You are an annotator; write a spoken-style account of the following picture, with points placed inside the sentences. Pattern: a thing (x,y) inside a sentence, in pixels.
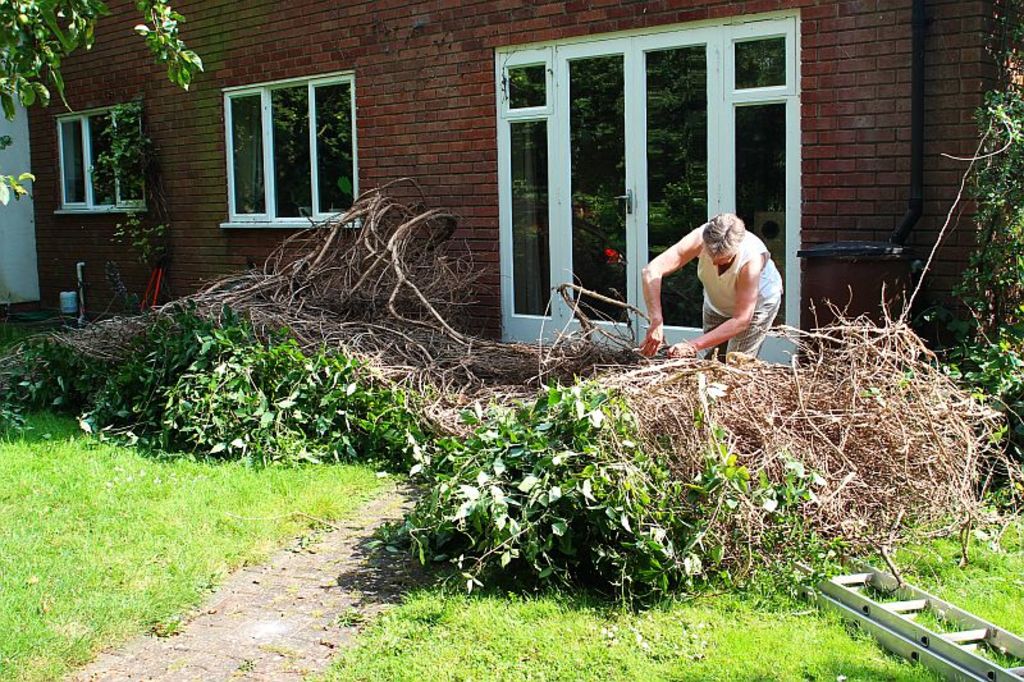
In the center of the image (655,300) we can see person (726,282) standing at the door (677,294). At the bottom of the image (33,557) we can see ladder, grass (718,620) and trees (814,478). In the background (654,163) there are door (745,148), windows (251,159) and building (448,92).
